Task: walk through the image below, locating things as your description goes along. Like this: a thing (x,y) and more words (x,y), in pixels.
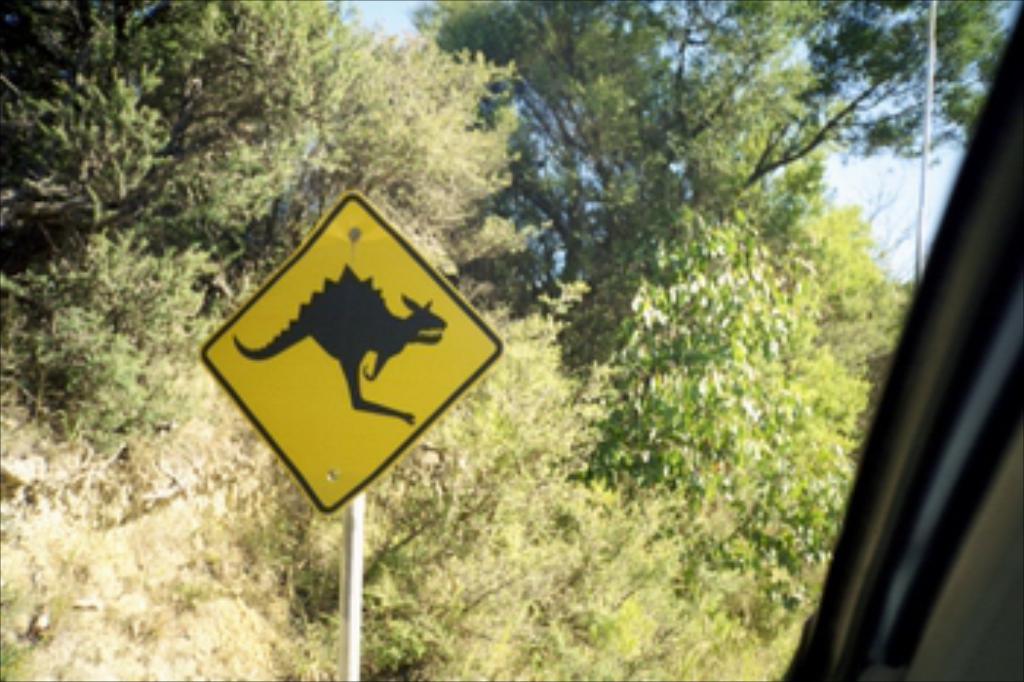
In this image I can see the yellow and black color board (341,386) to the pole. To the side I can see the vehicle (908,424). In the background (433,176) I can see many trees (474,110) and the sky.
